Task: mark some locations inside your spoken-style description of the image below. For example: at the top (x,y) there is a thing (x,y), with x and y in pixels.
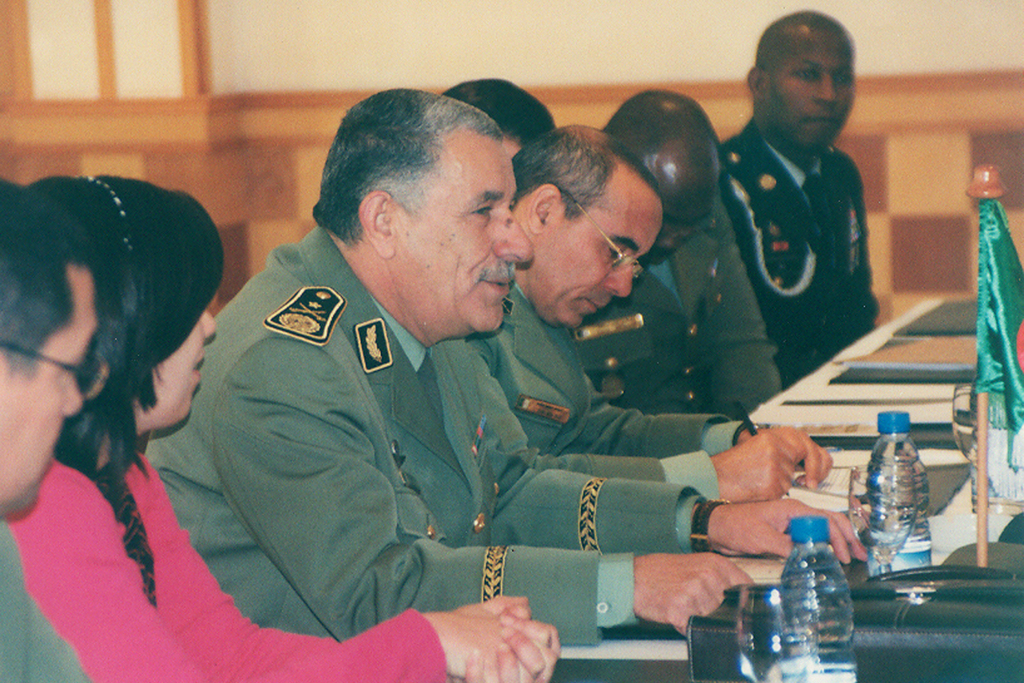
In this image I can see number of people (731,194) are sitting and I can also see few of them (724,269) are wearing uniforms (430,366). On the right side of the image (958,430) I can see two bottles (848,642), a glass (780,588), a bag (721,679), a flag (988,465), few papers (768,565) and few other stuffs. On the left side of this image (27,268) I can see one man (64,286) is wearing a specs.
